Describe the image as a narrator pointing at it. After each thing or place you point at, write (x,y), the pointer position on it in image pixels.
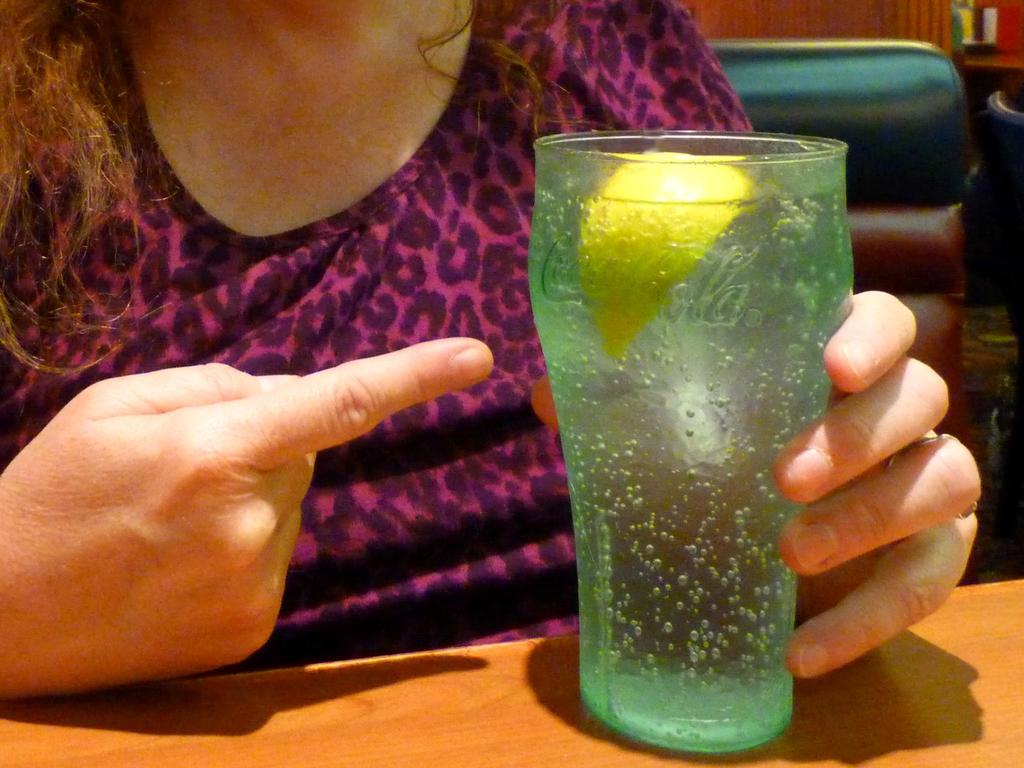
In the background (942,254) we can see objects (905,186). In this picture we can see the partial part of a person (18,39) holding a glass (751,218). We can see lime slice (726,209) and liquid (760,229) in a glass (760,229). At the bottom portion of the picture (929,717) we can see wooden surface (345,741).
